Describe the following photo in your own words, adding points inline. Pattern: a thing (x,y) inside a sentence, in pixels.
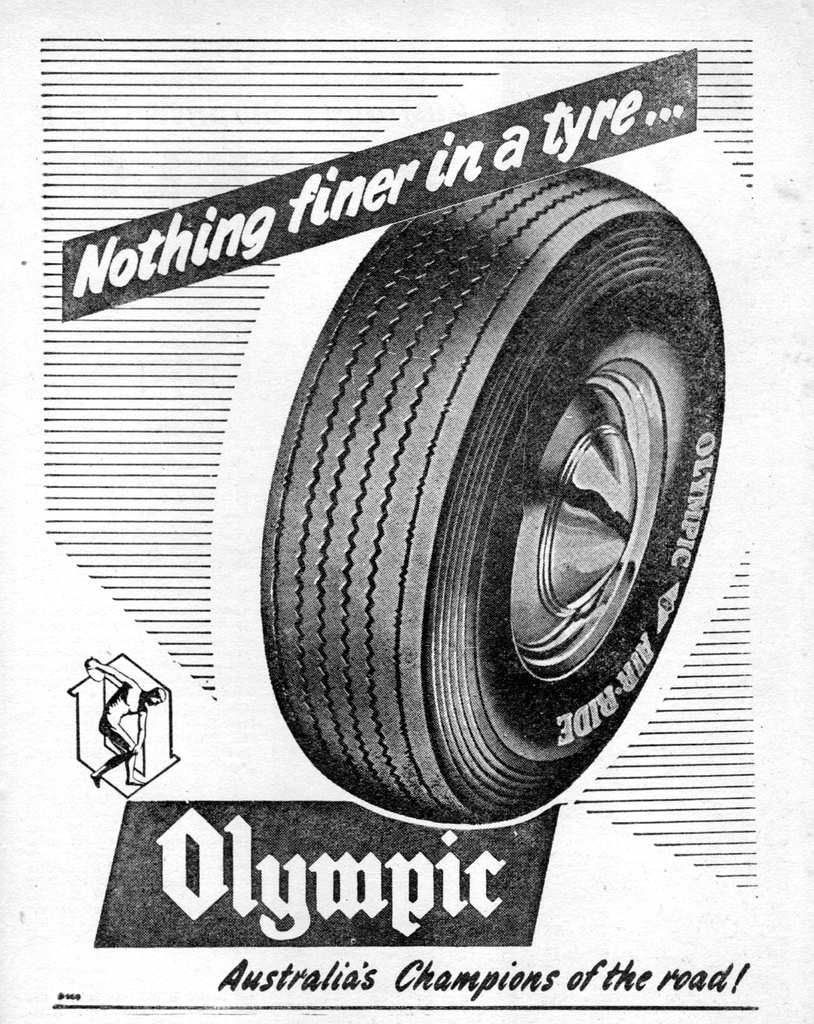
in this image there is a poster (466,434) about the tire (462,525). In the middle (425,539) there is a tire (488,549). There is text (264,893) on either side of the tire (486,307).
